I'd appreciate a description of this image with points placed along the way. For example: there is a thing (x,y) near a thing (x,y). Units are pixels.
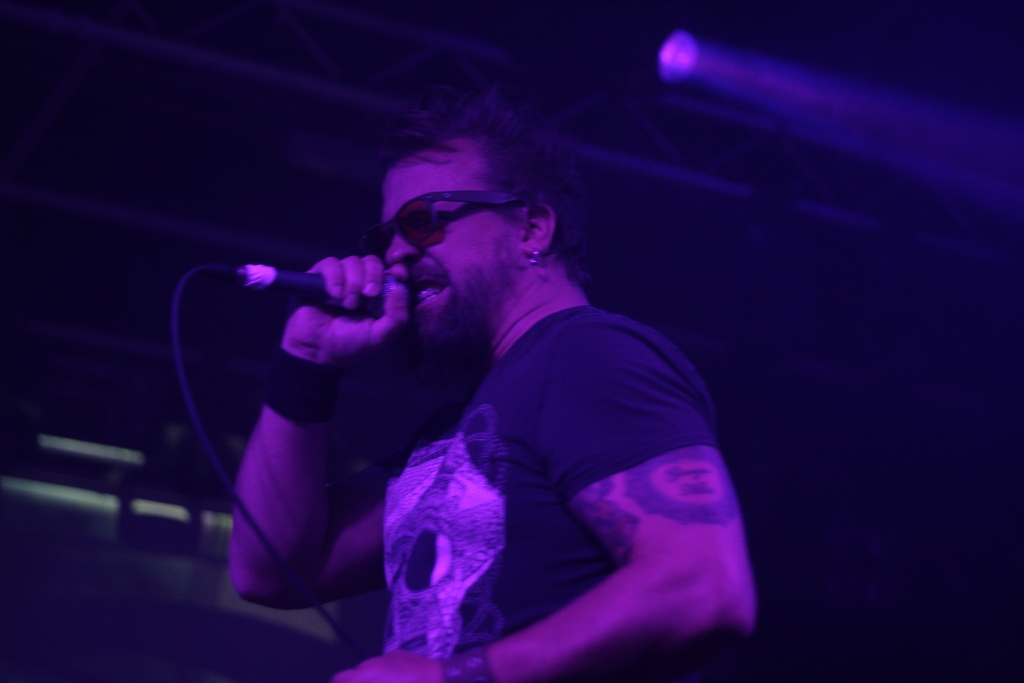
In the image we can see there is a man (483,401) standing and he is holding mic (316,274) in his hand (343,282). He is wearing sunglasses (518,198) and there are lightings (810,96) on the top (788,85).
